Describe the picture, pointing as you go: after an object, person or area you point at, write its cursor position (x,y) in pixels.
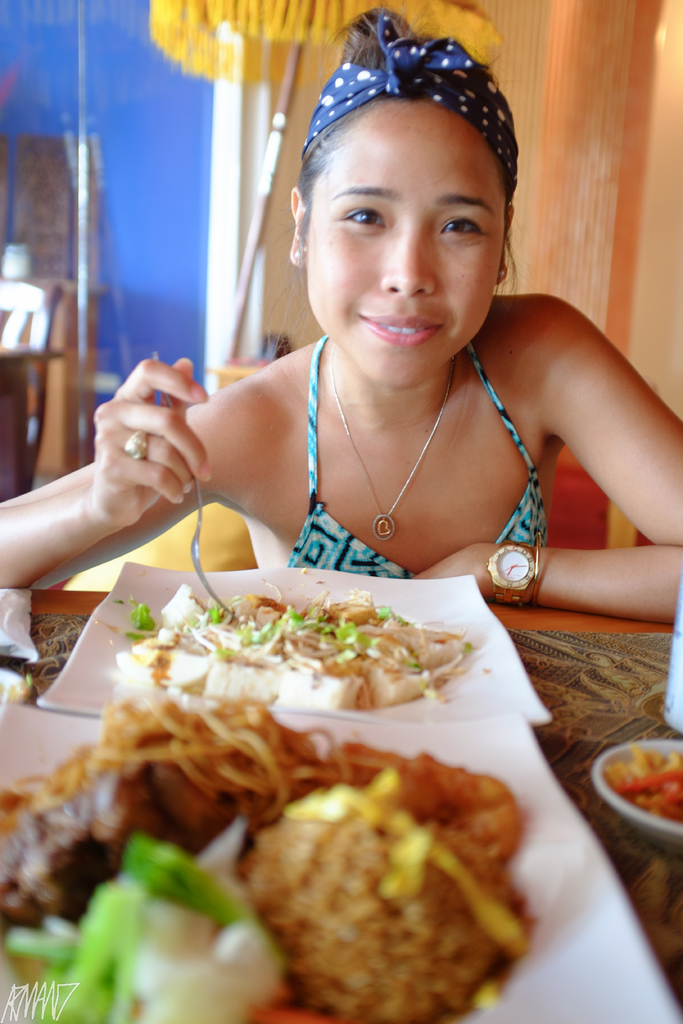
In this picture we can see a woman (434,181) holding a fork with her hand (187,392) and smiling and in front of her on the table (611,718) we can see a cloth (579,760), plates (530,871), bowl (614,792), food items (339,774) and in the background (49,160) we can see an umbrella (299,6), wall (287,155) and some objects (24,376).
